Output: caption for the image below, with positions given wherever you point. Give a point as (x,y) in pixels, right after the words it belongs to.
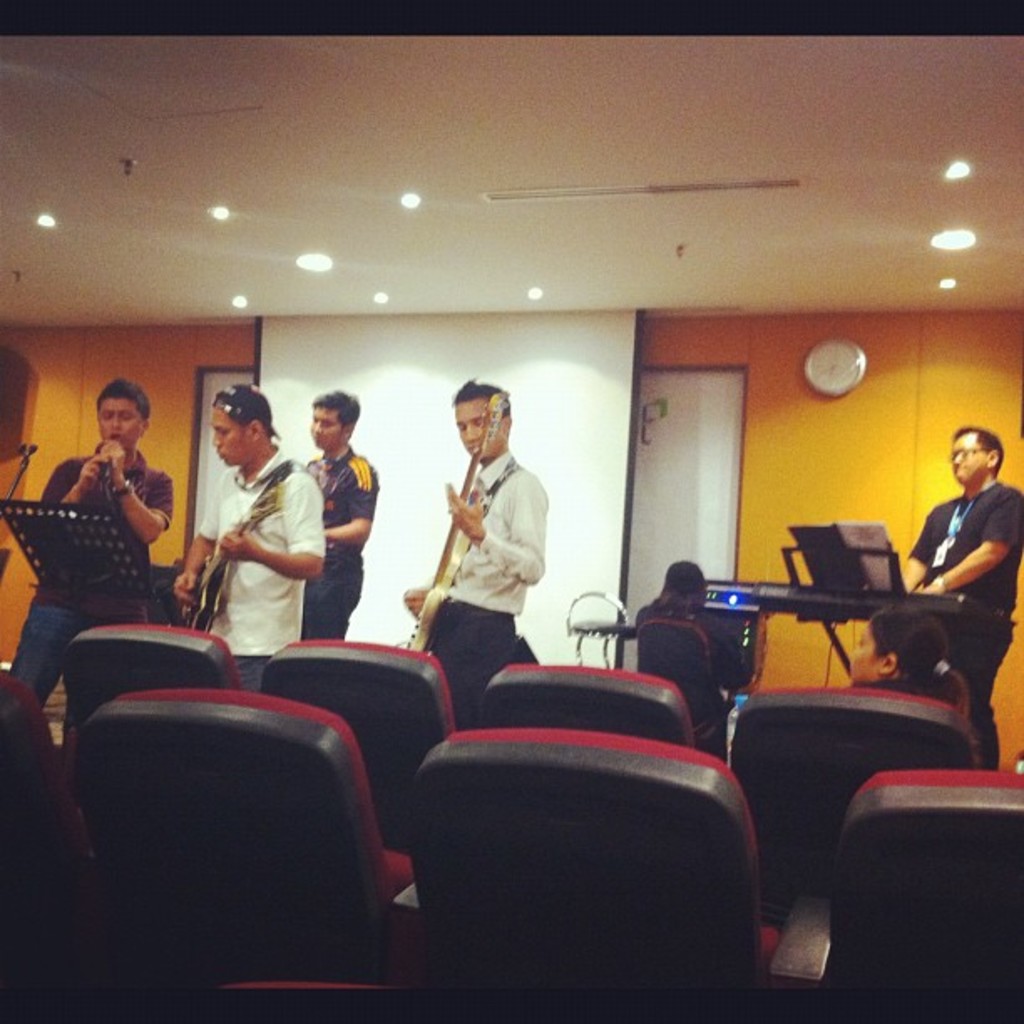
In this image we can see two women (882,674) sitting on the chair (807,708) beside them there is a person (970,522). In front of him there is a keyboard (826,596). At the back side (848,469) there is a wall (895,375) and wall clock (853,376) is on it and on top of the roof (242,219) there are false ceiling lights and at the left side of the image (158,505) there are four people (339,526) playing music.
